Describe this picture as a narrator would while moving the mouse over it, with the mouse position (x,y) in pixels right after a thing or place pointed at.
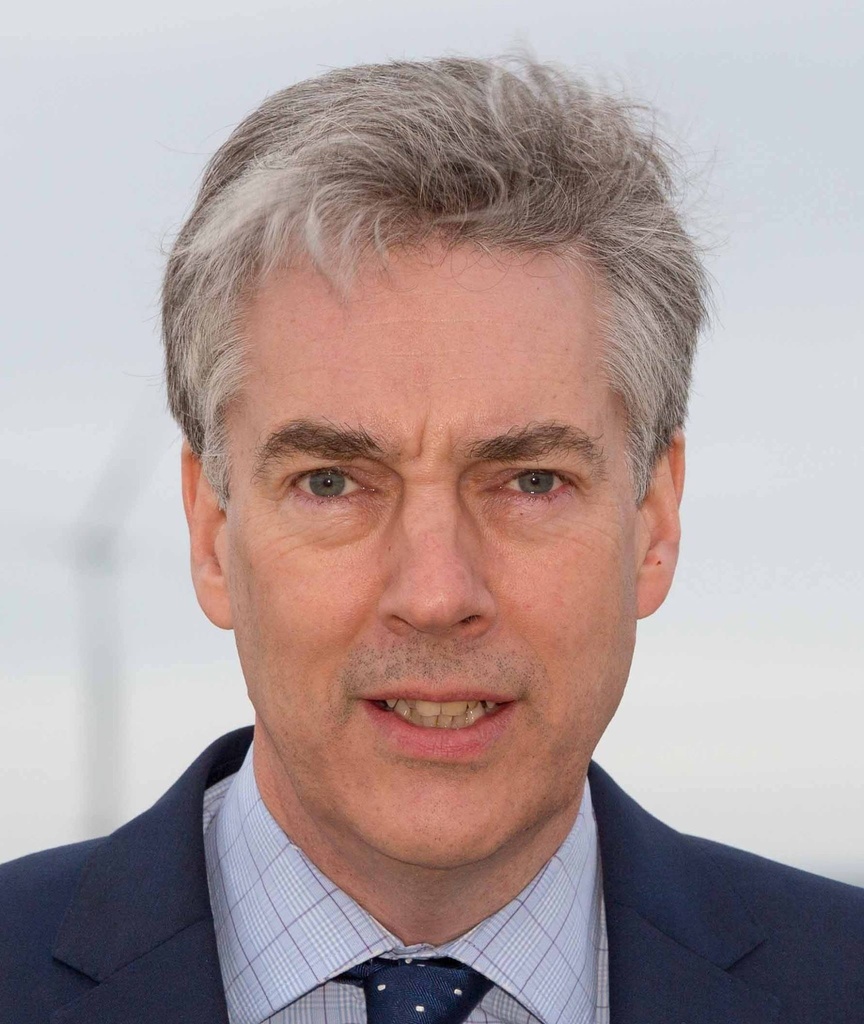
In the picture we can see a man (276,667) wearing a blazer (37,971), shirt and a tie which is blue in color with a dot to it and he is having a white hair (243,144) with black shade and in the background (114,486) there is white in color.
